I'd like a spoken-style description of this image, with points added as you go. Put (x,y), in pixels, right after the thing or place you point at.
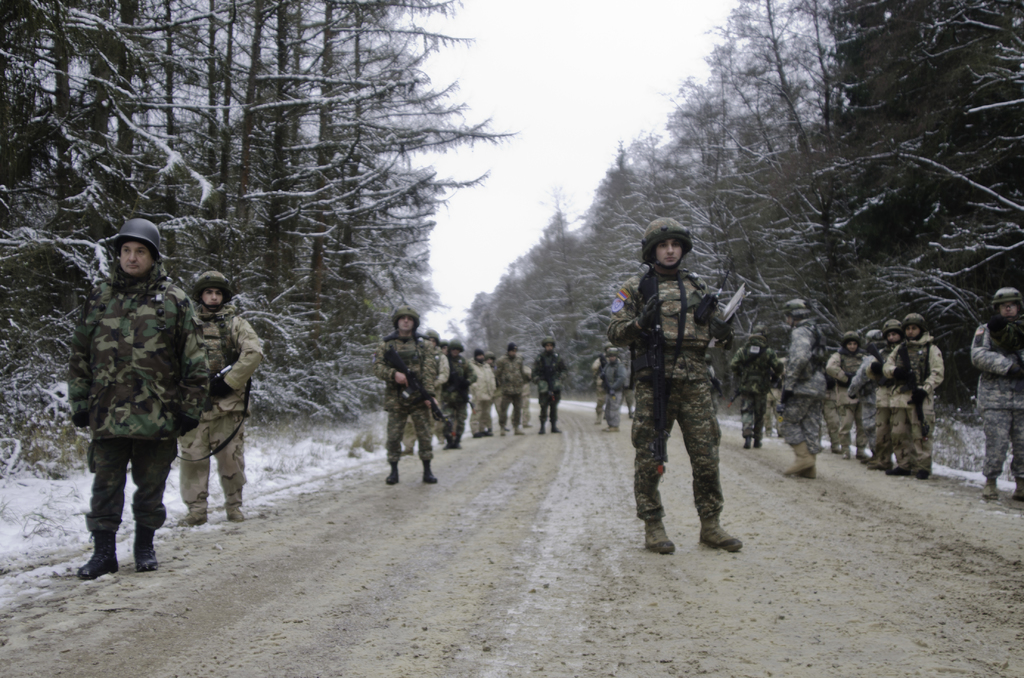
This picture is clicked outside. In the center (453,344) we can see the group of people (918,351) wearing uniforms (644,389) and seems to be standing on the ground (752,467). In the background (526,247) we can see the sky (505,157), trees (231,172) and the snow (62,504).
